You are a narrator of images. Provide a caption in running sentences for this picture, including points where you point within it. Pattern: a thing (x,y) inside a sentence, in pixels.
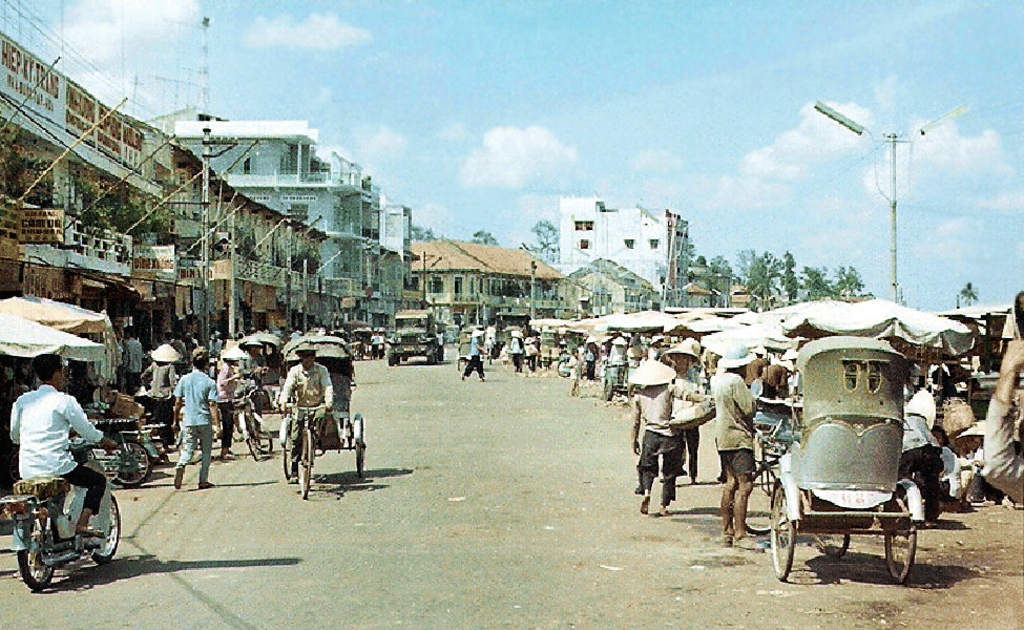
This picture is clicked in the city. In this picture, we see men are riding the rickshaws (335,374) and we even see vehicles (86,548) are moving on the road (192,522). On the left side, we see the bikes (139,436) parked on the road (429,418). Beside that, we see white tents (867,324), street lights (893,173), poles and buildings (81,261). On the right side (898,326), we see people (682,367) are standing under the tents (681,337). There are trees (753,283) and buildings (591,270) in the background (608,255). At the top of the picture (582,89), we see the sky (511,124) and the clouds (521,155).
